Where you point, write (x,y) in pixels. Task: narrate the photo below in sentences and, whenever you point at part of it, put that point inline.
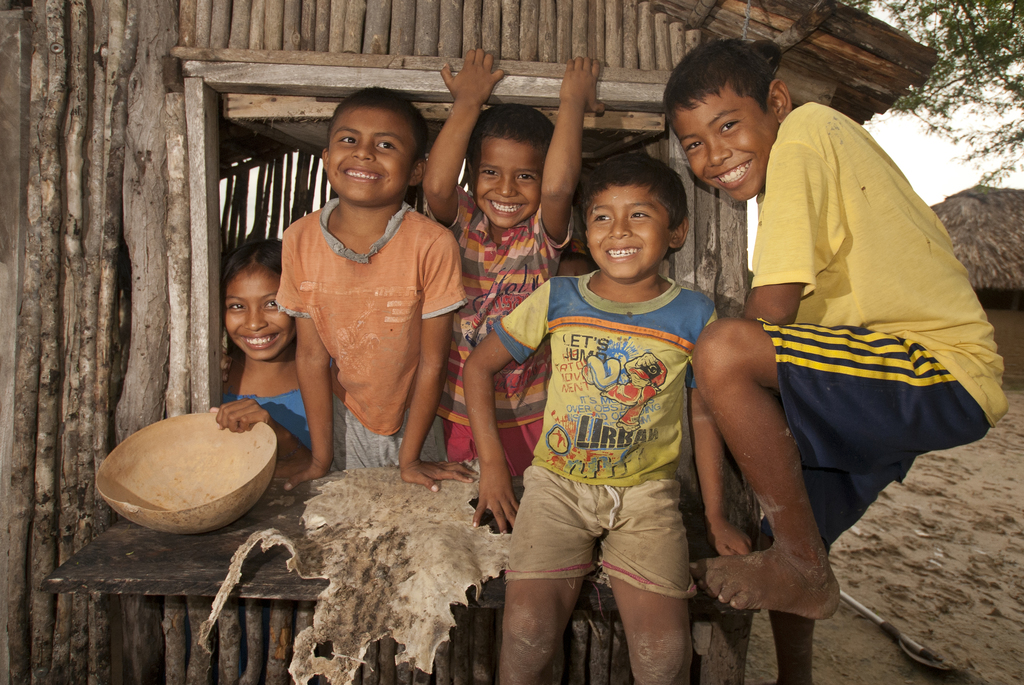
Here in this picture we can see a group of children (489,338) present over a place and we can see all of them are smiling and they are peeping through a window (468,368) and the girl (275,394) on the left side (264,394) is holding a bowl (141,467) in her hand (246,422) and behind them also we can see some huts (952,231) and trees (994,140) present over there.
